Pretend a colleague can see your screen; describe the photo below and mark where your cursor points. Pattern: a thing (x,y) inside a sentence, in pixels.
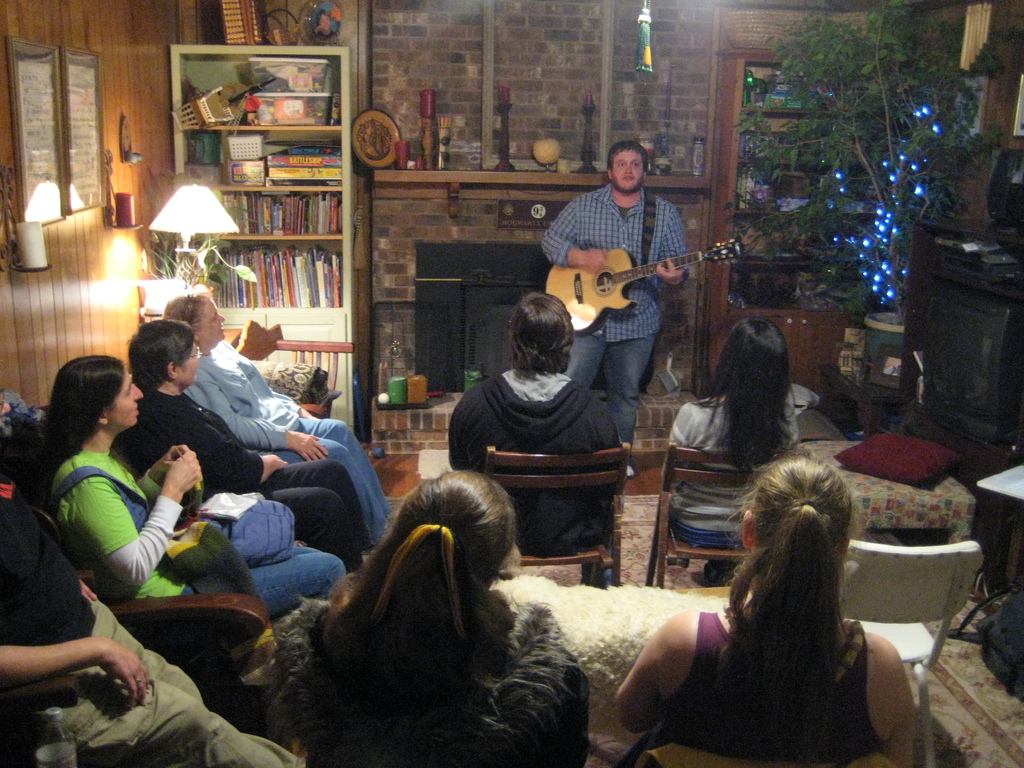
As we can see in the image there are photo frames (46,104), shelves (259,245), books (237,258) and few people (355,681) sitting on chairs (926,748) and the man (607,323) who is standing here is holding guitar (612,264). ON the right side (865,206) there is a plant (865,174).
